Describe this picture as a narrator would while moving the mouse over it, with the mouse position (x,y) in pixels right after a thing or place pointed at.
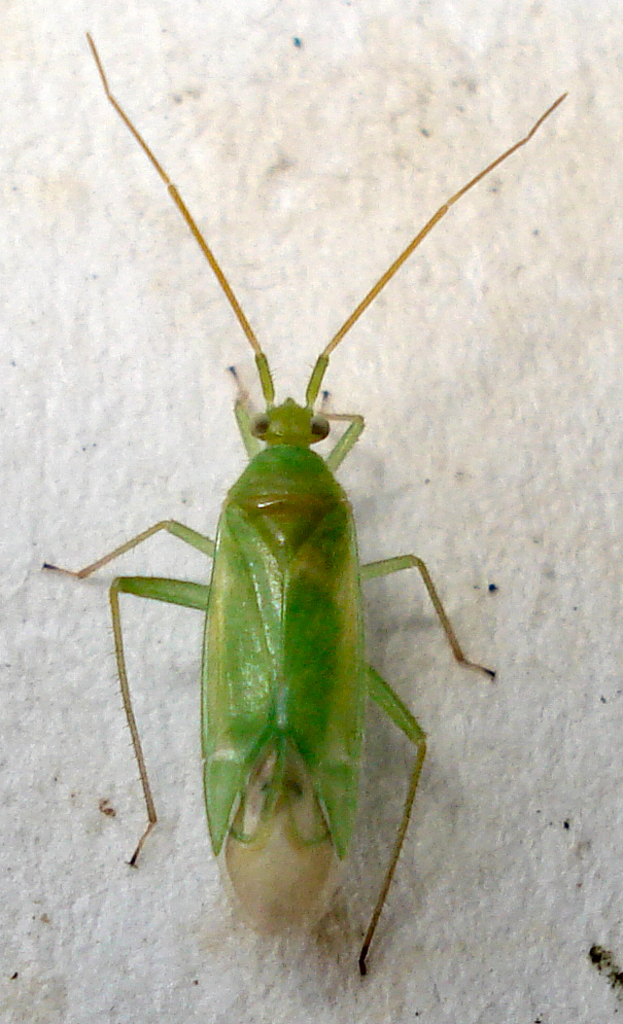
In this image there is a green colored bug (361,579).
